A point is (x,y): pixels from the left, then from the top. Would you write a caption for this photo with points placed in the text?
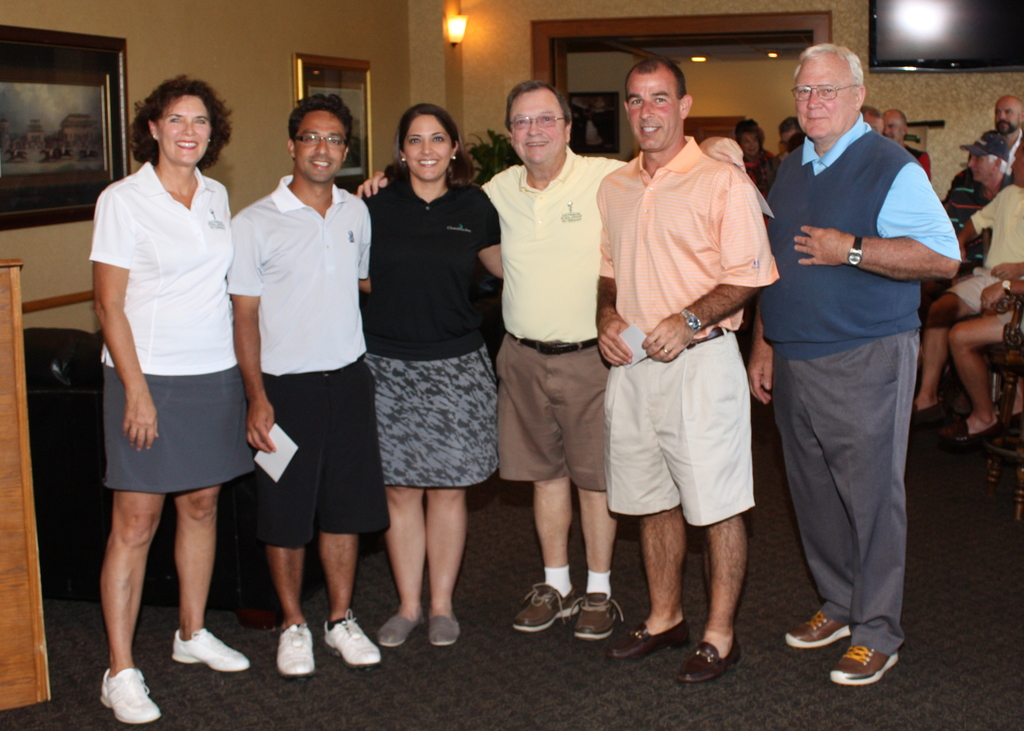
In this image in the front (287,250) there are persons (328,296) standing and smiling. In the background (347,70) there is a plant (495,158) and there are frames (78,74) on the wall (400,55), there is a light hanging and there are persons (1021,209) standing and sitting and there is a TV (918,55) on the wall (927,88). On the left side (5,411) there is a wooden stand (15,515) and there is an object (78,406) which is black in colour.
